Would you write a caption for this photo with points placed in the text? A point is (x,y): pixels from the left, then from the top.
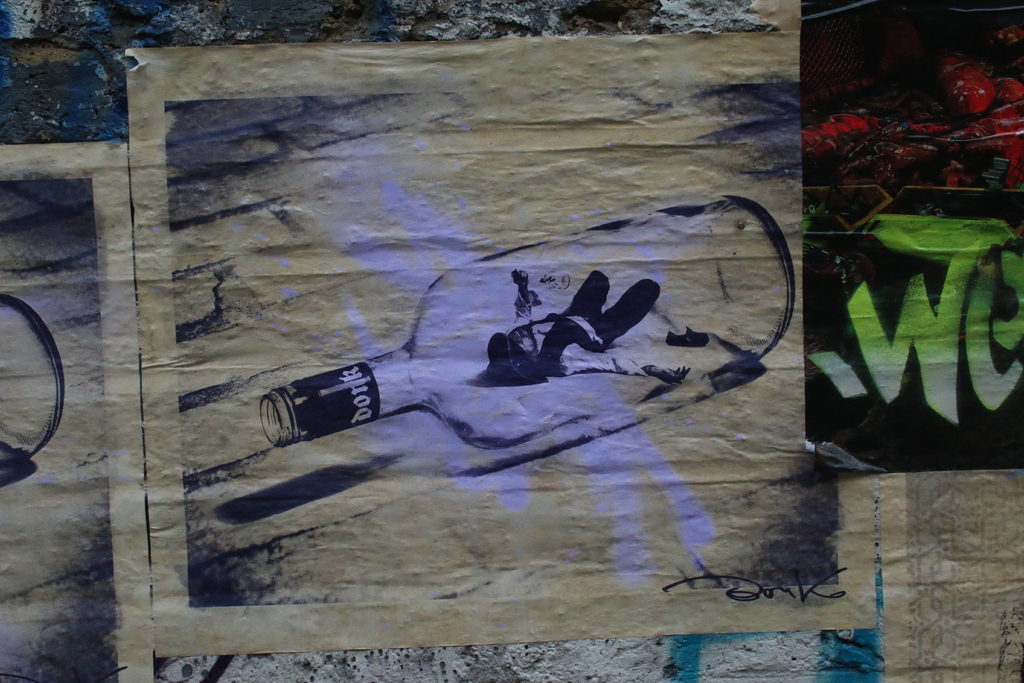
In this picture I can see there are three posters (636,587) pasted on the wall (650,646). I can see there is a bottle (455,358) and a person (524,342) is lying in it. There is a colorful poster (886,311) at right side (950,252) and there is another poster (43,468) at left side (29,288).
